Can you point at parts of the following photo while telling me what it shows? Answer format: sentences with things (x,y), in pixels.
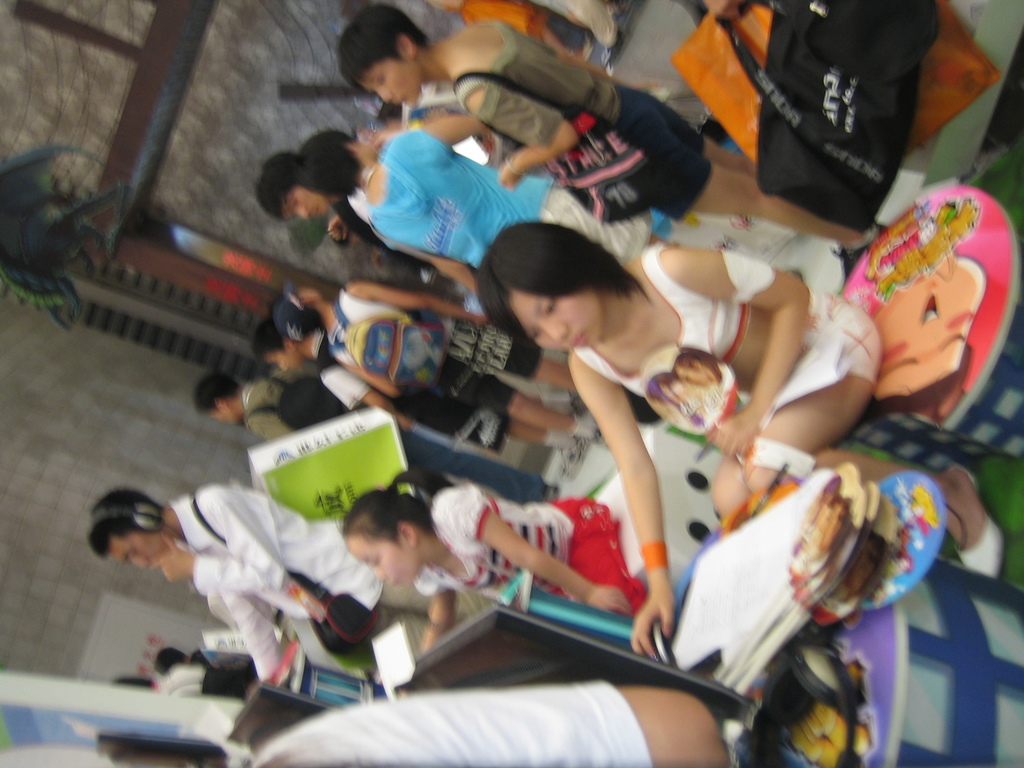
The picture is clicked inside a room (490,273). In this picture we can see lot of people (632,432), chairs (997,218), desktop (260,736) and various objects (238,258). Towards left (73,333) it is looking like wall (40,409).
